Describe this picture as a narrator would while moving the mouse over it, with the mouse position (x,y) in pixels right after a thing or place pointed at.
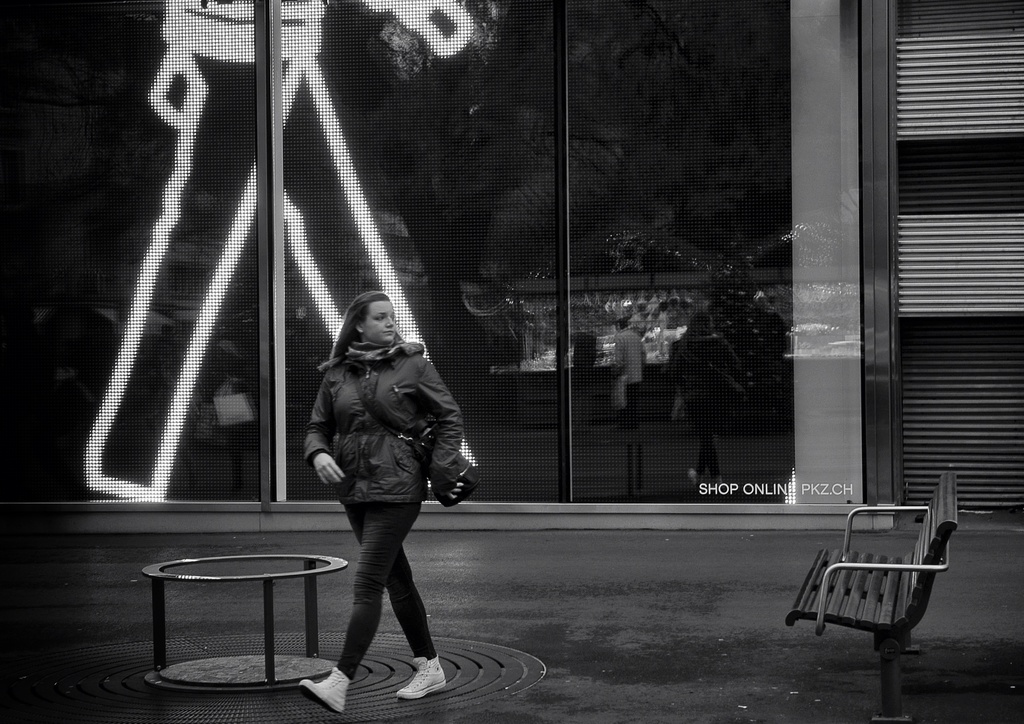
It is black and white picture where it is taken outside of the building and one woman (378,457) is wearing a black coat (375,455) and carrying a bag (470,486) and beside her there is one bench (950,501) and behind her there is one big glass screen (448,207).
